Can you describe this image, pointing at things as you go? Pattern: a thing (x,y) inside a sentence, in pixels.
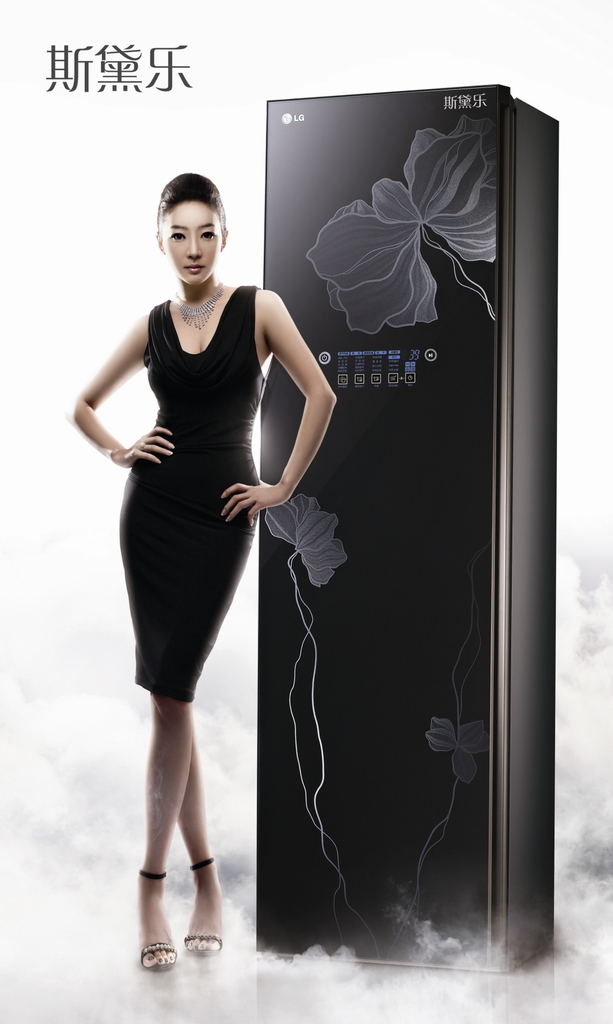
In the picture we can see the woman (159,900) wearing black color dress (179,440) standing and there is black color refrigerator (277,847).
